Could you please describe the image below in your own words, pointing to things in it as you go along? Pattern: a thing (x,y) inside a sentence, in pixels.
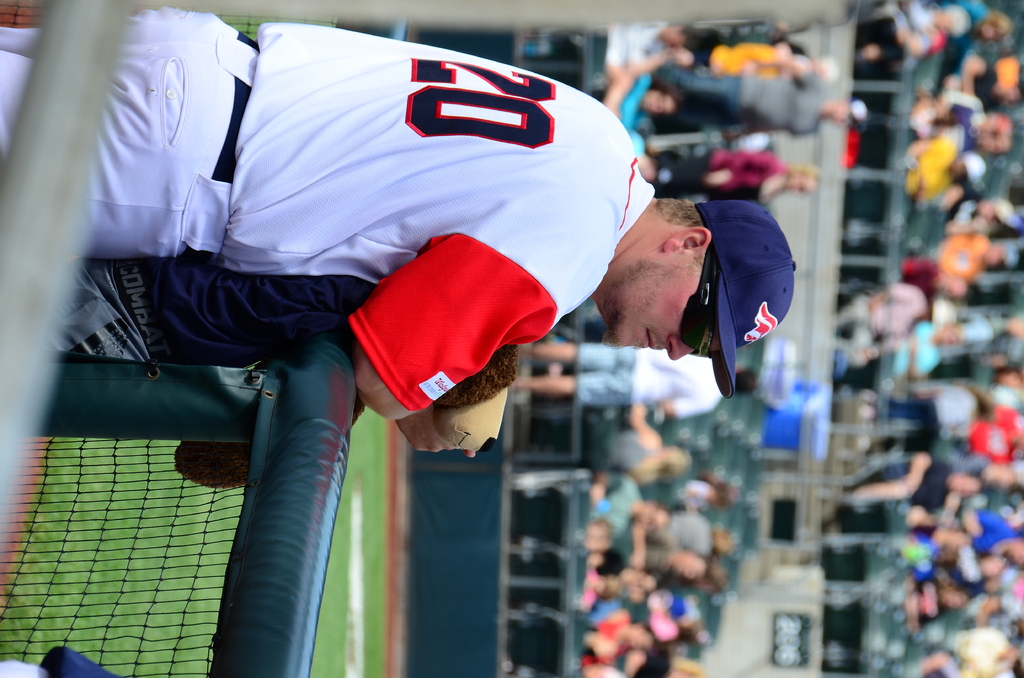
As we can see in the image there are group of people (722,165), fence (317,555) and grass (371,654). The man (293,146) standing over here is wearing blue color cap (736,324), goggles (681,332) and white color t shirt (518,220).
